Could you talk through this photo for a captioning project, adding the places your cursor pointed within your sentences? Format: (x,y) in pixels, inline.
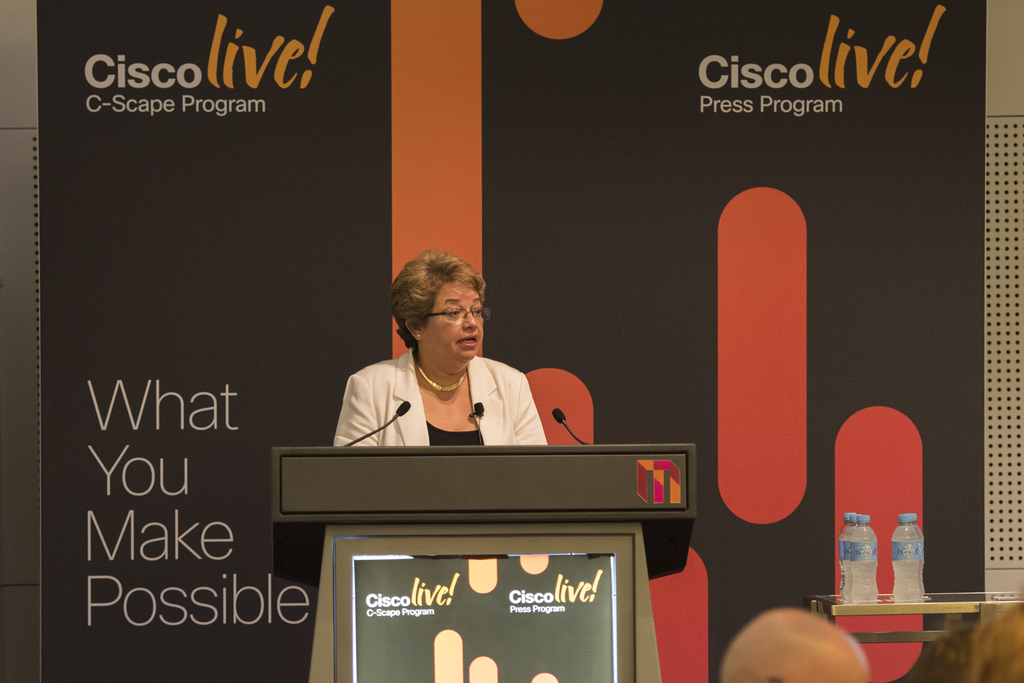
In the image we can see a woman (455,392) wearing clothes (491,374), neck chain (443,386), spectacles (456,317), ear studs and the woman (443,328) is talking. Here we can see a podium (488,491) and microphones (481,434). Behind the woman (497,362) there is a poster (634,299) and text (211,402) on the poster (161,191). We can see there are few water bottles (911,577) on the table (921,601), we can see there are other people (825,656).
